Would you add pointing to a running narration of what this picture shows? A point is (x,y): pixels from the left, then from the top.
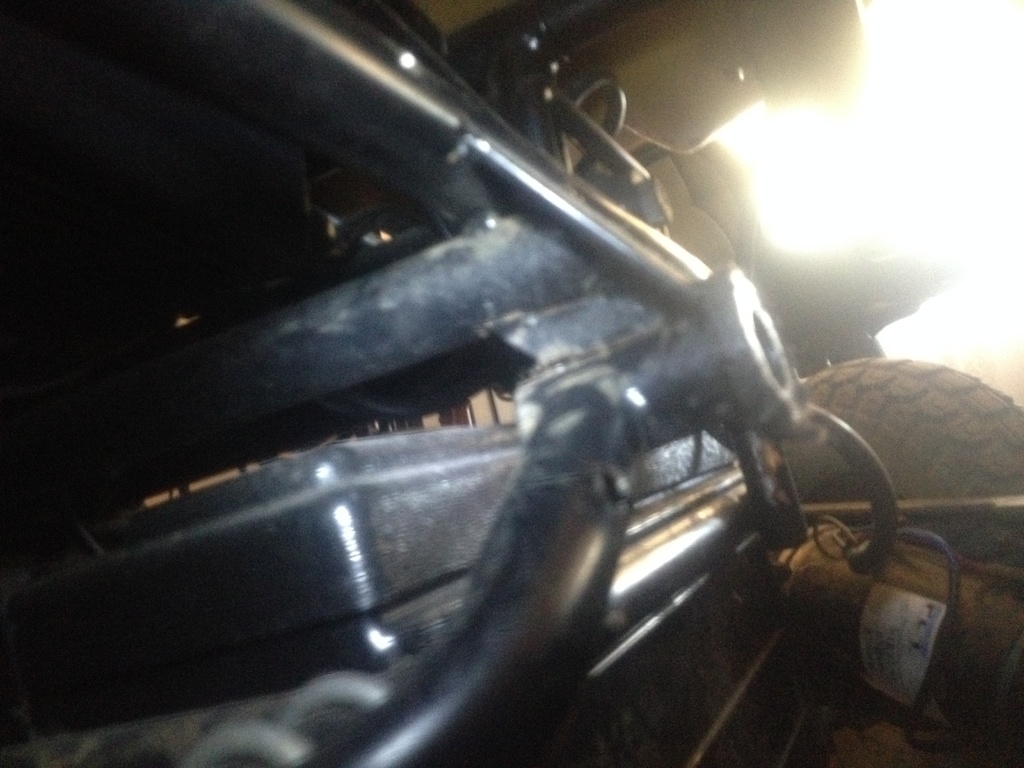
Here in this picture we can see a closer view of a car (507,361) present on the ground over there, as we can see the Tyre (973,437) and other automobile components (588,410) over there.
